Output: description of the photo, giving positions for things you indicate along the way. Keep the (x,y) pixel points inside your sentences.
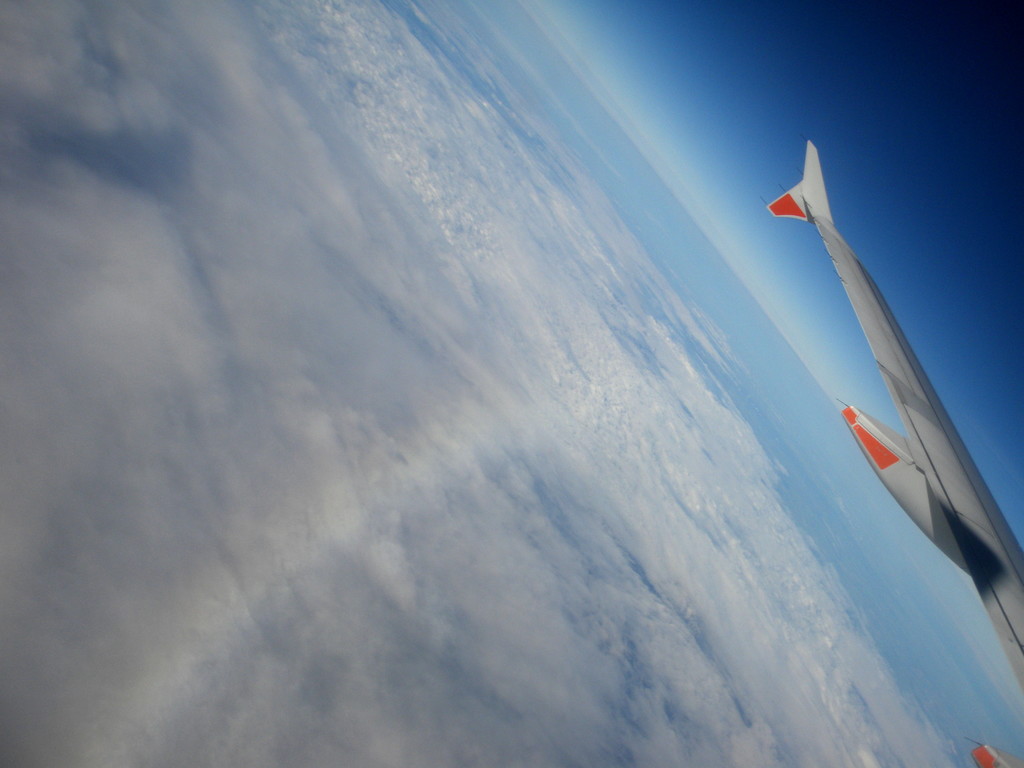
In this image we can see an aircraft (885,365) in the sky (797,325) and we can also see clouds (452,459).
